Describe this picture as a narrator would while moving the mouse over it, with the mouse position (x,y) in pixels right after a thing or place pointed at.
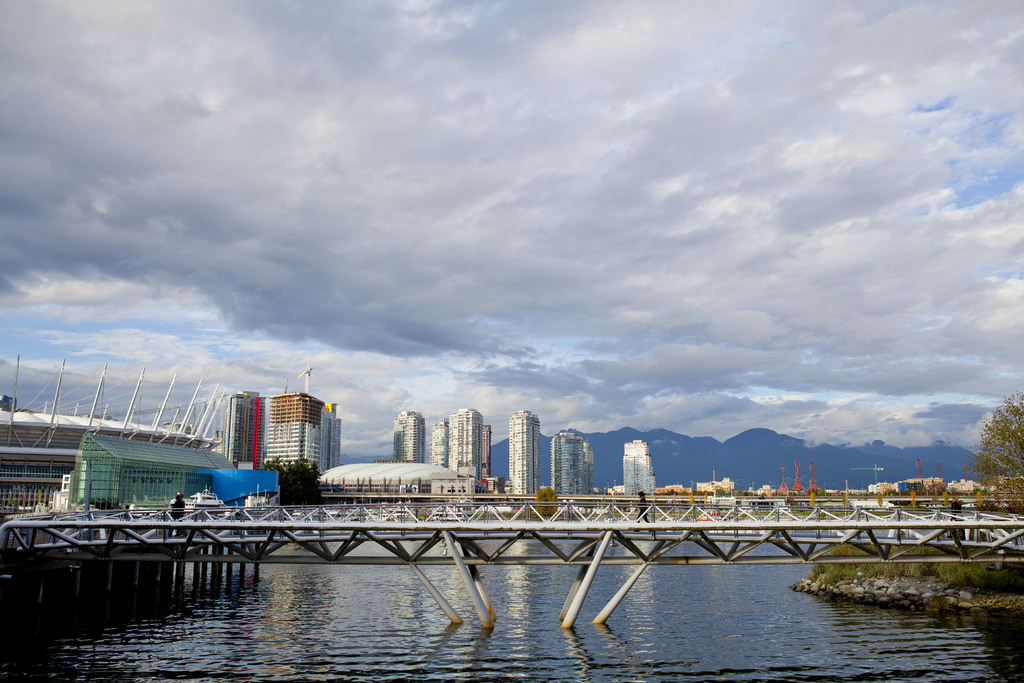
In this image we can see a bridge (476,582) in the water (515,594) and there are few people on the bridge (392,523). Behind the bridge (359,517) we can see a group of buildings (292,436) and mountains (685,438). At the top (262,215) we can see the sky (357,451). On the right side (987,449), we can see few plants (944,570) and a tree (1006,448). At the bottom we can see the water (617,568).
